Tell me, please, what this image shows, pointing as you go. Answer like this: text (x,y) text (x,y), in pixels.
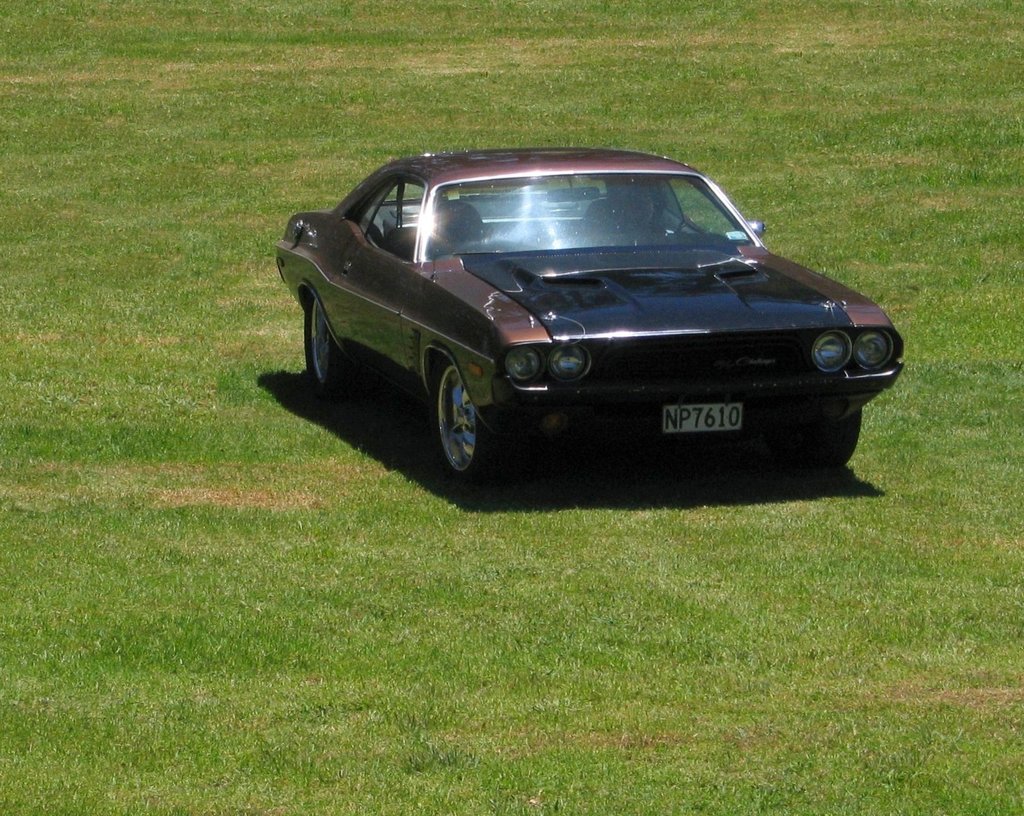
In the center of the image (642,328) we can see a car (665,326). At the bottom (467,674) there is grass (688,658).
